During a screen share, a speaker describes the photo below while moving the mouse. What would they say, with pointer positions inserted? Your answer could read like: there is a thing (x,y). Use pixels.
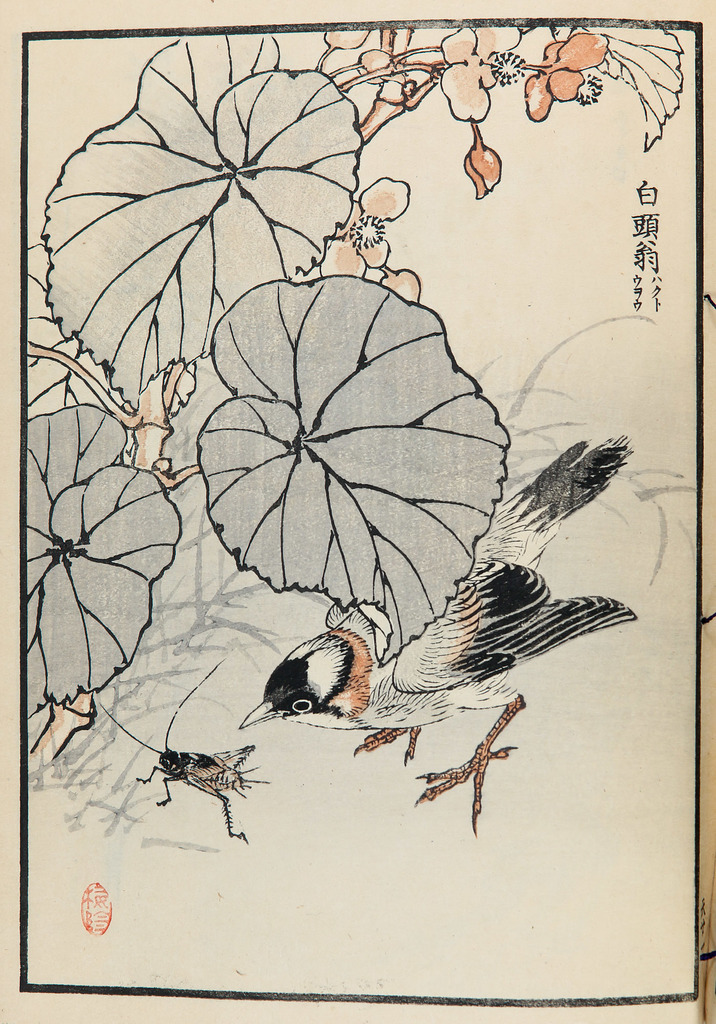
In this picture we can see a painting (101,914) of a bird (507,572), insect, leaves (278,389), flowers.
